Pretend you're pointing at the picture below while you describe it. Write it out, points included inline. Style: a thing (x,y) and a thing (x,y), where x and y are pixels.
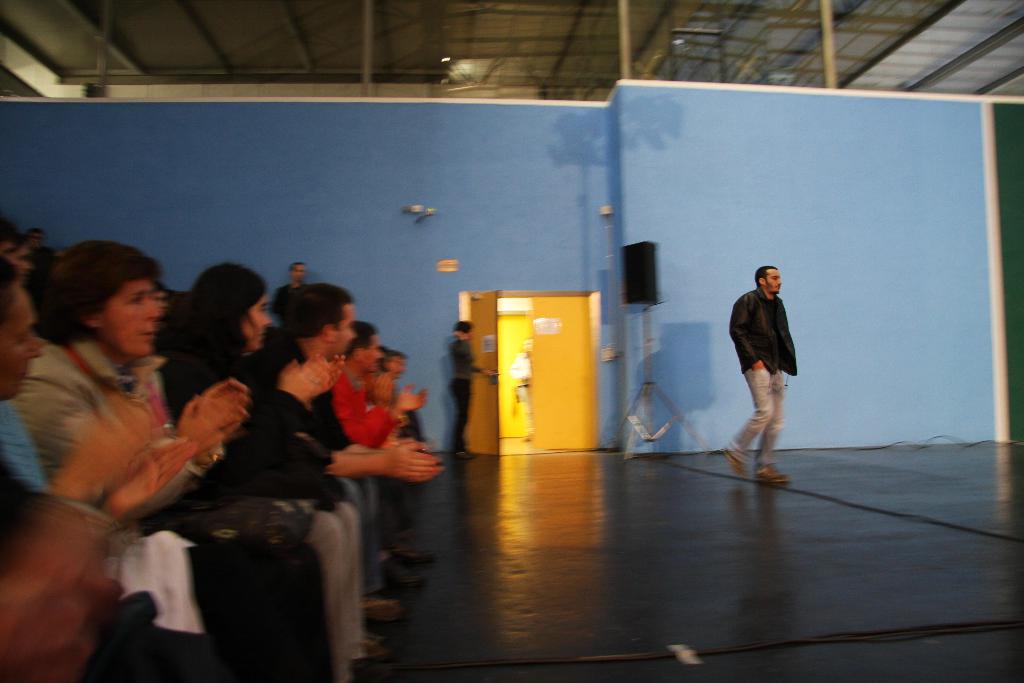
In this image I can see a person (755,345) wearing black jacket (760,327), pant (761,399) and footwear (739,460) is walking on the ground (805,548) and to the left side of the image (320,454) I can see few persons (222,428) sitting on chairs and clapping. In the background (312,224) I can see few persons (295,324) standing, the blue colored wall (298,222), the yellow colored door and the roof (500,51) of the building (478,39).
